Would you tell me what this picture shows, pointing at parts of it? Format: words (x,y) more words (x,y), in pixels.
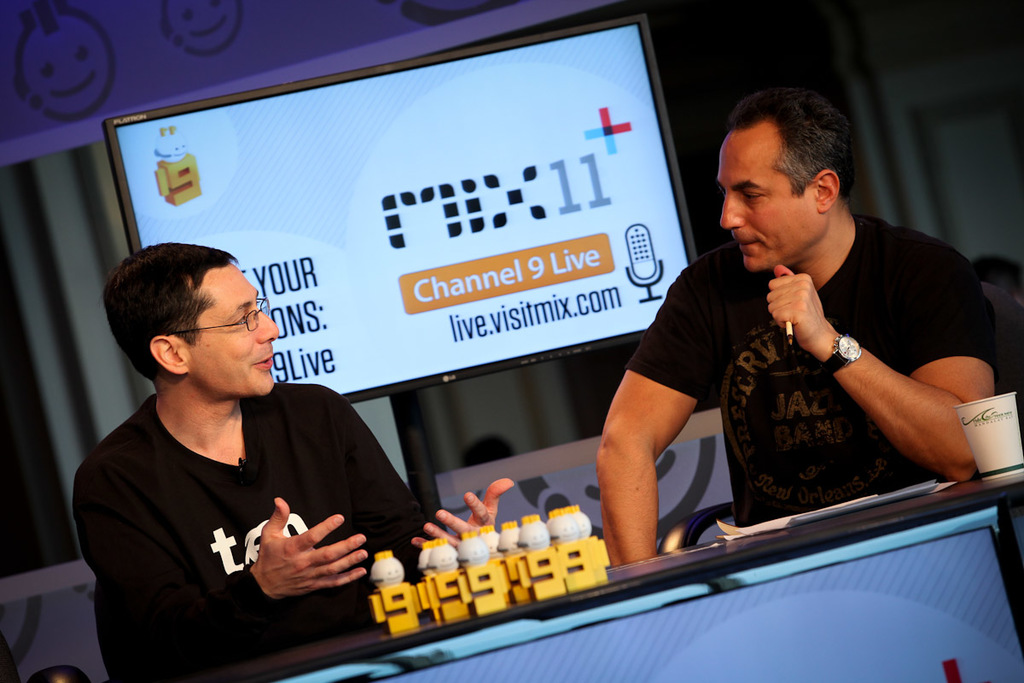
This picture shows couple of them seated on the chairs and we see few toys (558,594) and a cup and few papers (727,529) on the table (754,590) and we see a television (255,126) on the back (279,120) and we see a man (256,379) wore spectacles (213,328) on his face (240,302). Both of them wore black color t-shirts (364,529).
